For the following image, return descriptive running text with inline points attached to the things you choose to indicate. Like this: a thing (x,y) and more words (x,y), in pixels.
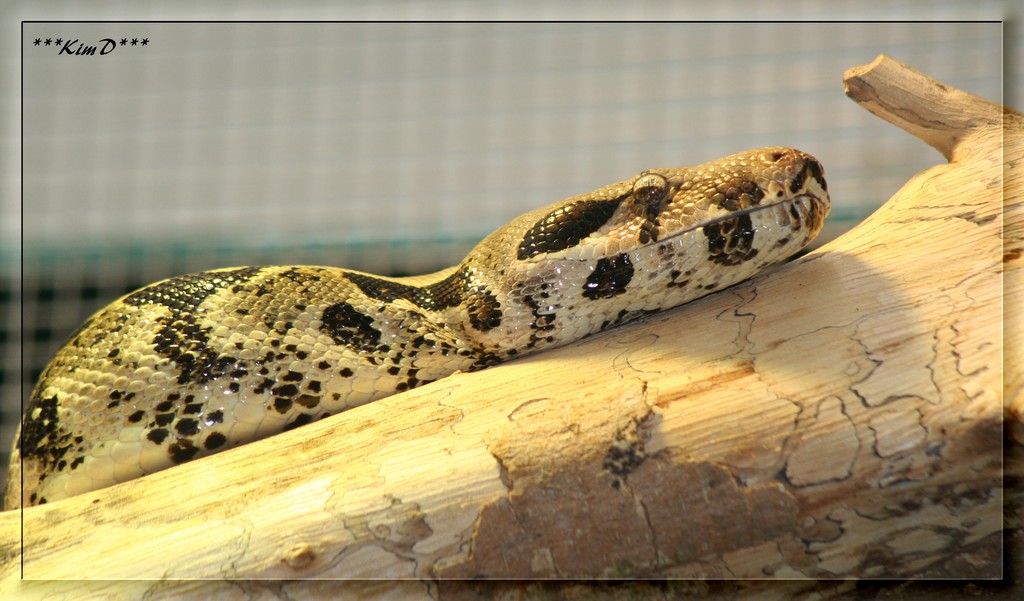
In this image there is a snake (327,279) on the wooden object (588,430). And it looks like mesh (101,184) in the background (371,205).
